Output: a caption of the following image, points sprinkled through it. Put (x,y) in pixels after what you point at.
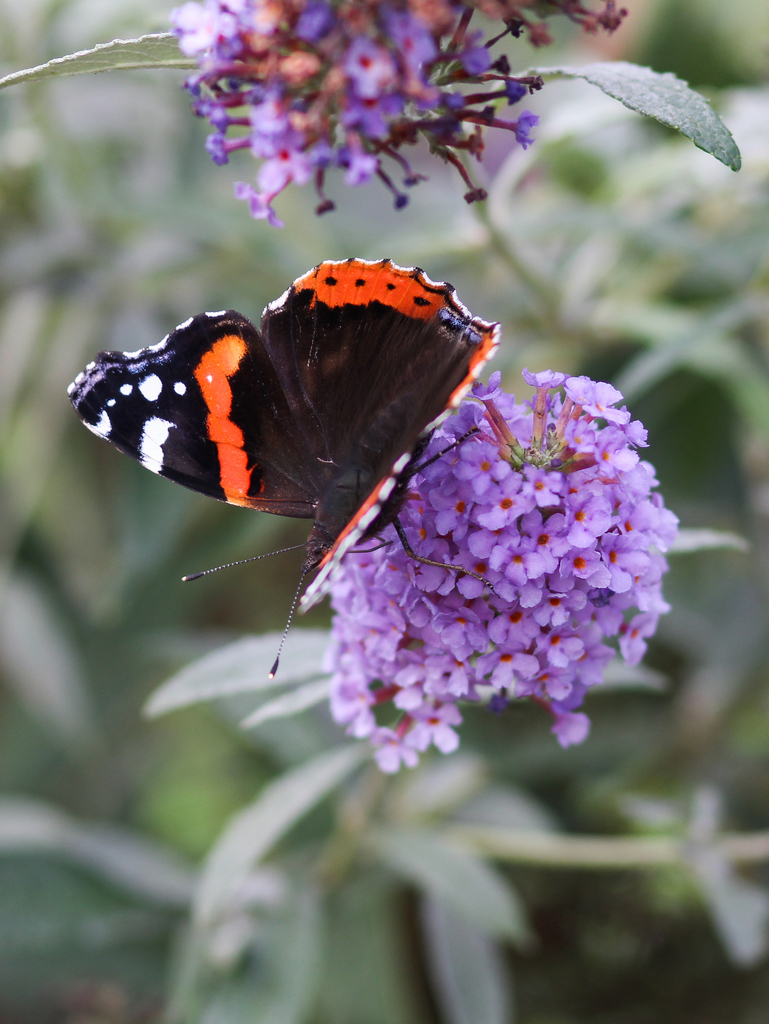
It is a zoom in picture of a butterfly (361,343) on the flower (484,478) to the plant (560,743).
